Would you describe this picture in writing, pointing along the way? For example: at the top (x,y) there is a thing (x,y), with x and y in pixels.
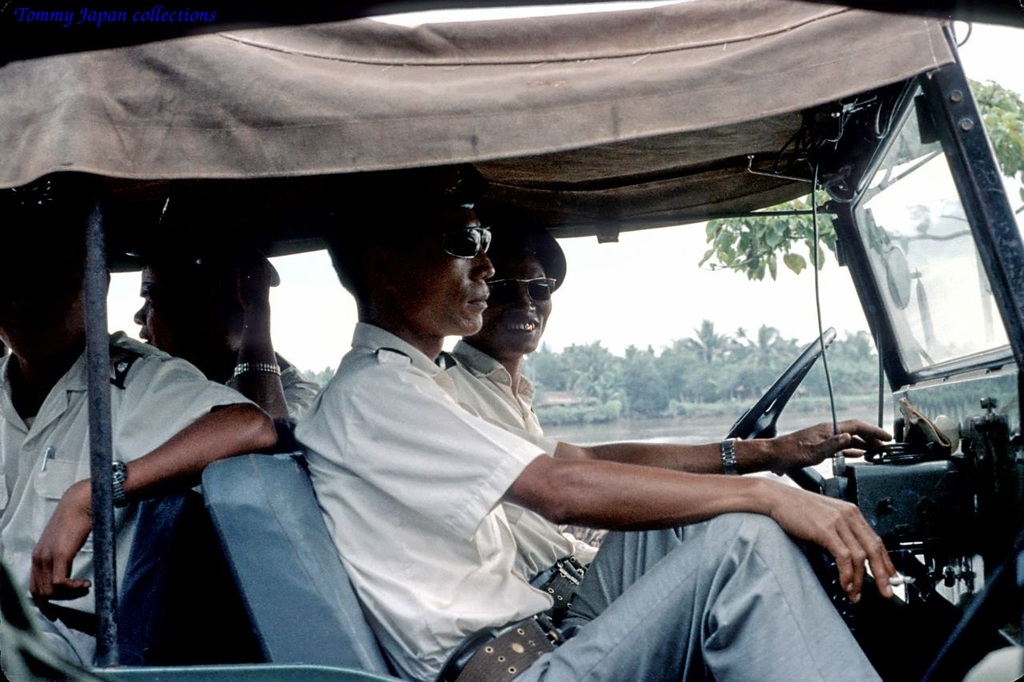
In this image I can see a vehicle (608,60) and few persons (491,372) wearing shirts (461,446) and goggles (456,235) are sitting in the vehicle (307,540). In the background (630,442) I can see the water (638,423), few trees (709,371) and the sky (648,289).
